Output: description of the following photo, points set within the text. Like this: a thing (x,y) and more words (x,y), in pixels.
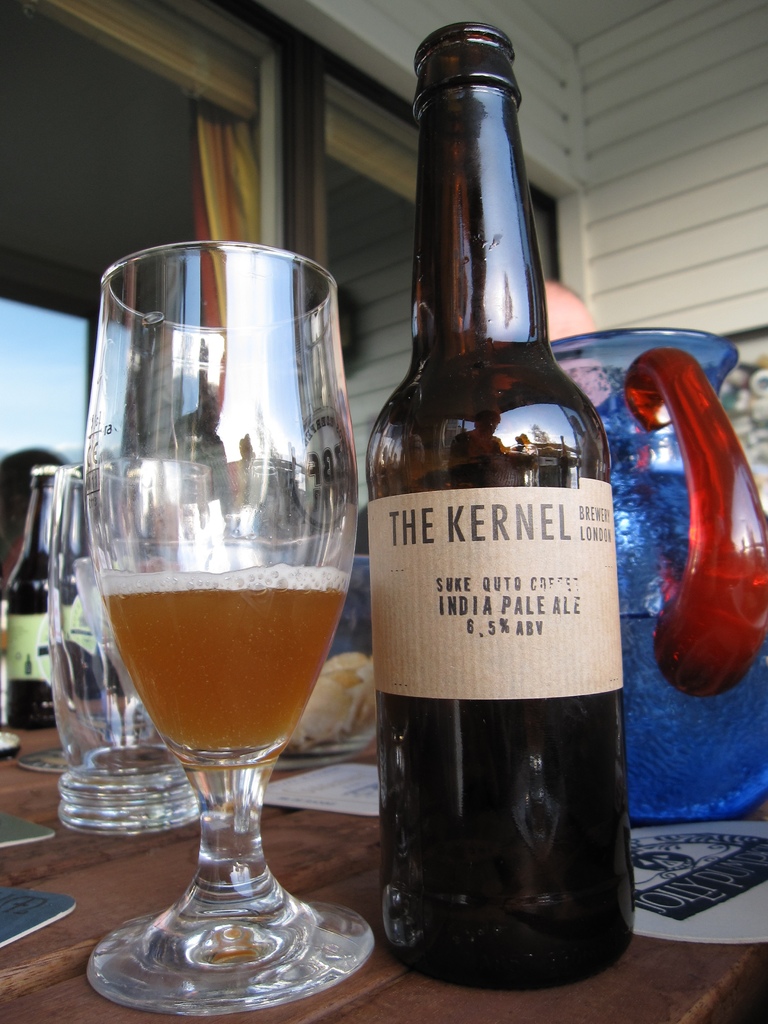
This picture describes about bottles (375,689), glasses (56,555), jugs (654,538) are on the table (26,777).
